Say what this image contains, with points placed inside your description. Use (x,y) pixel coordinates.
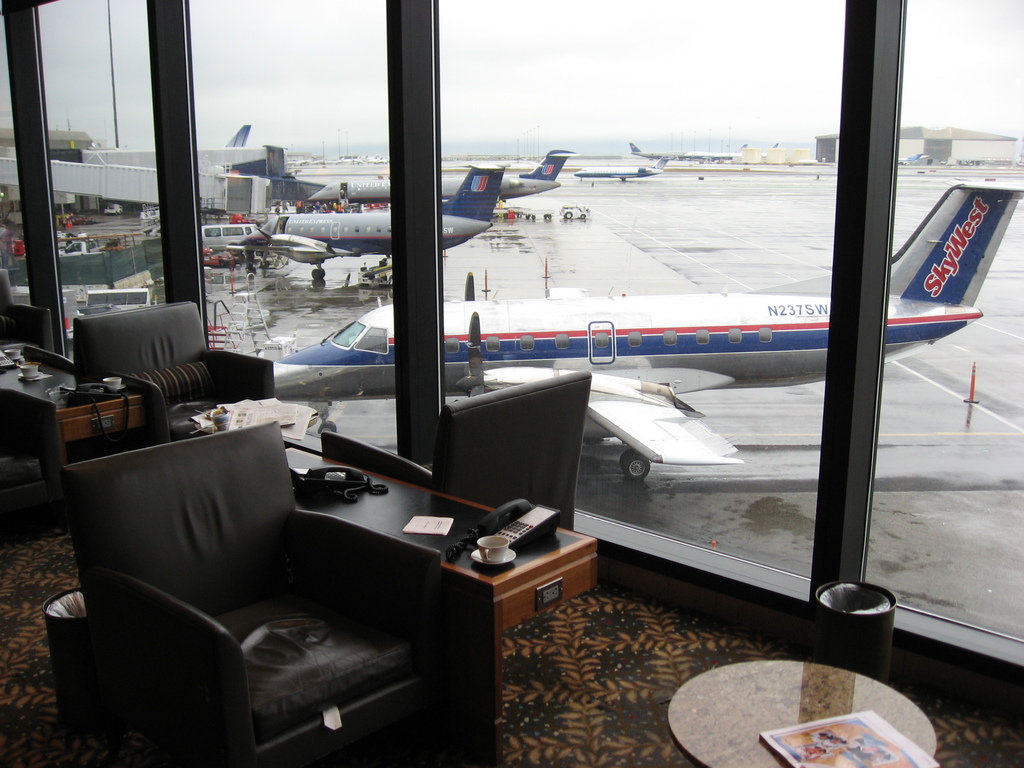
In this picture we can see chairs (254,748), tables (476,746) on the ground (556,725), here we can see cups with saucers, telephones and some objects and in the background (637,331) we can see airplanes (626,321), vehicles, buildings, sky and some objects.
